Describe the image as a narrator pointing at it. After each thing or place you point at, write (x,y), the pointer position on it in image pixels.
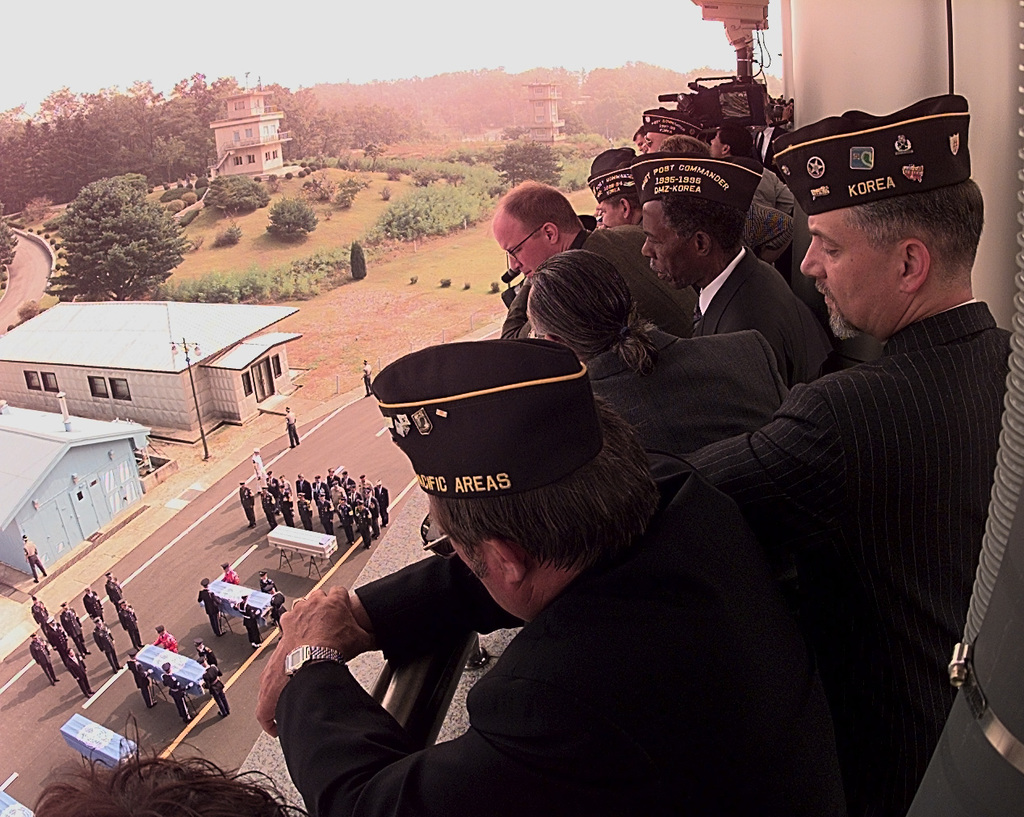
On the right side (712,740), there are persons (738,673). Some of them are wearing black color caps (662,131). Beside them, there is a fence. On the left side (119,759), there are boxes (78,746) arranged, there are persons (339,478) standing on the road (62,756) and there are buildings (221,317). In the background (318,153), there are buildings (555,93), trees (87,142), plants (332,183) and grass (490,277) on the ground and there is sky (116,52).
